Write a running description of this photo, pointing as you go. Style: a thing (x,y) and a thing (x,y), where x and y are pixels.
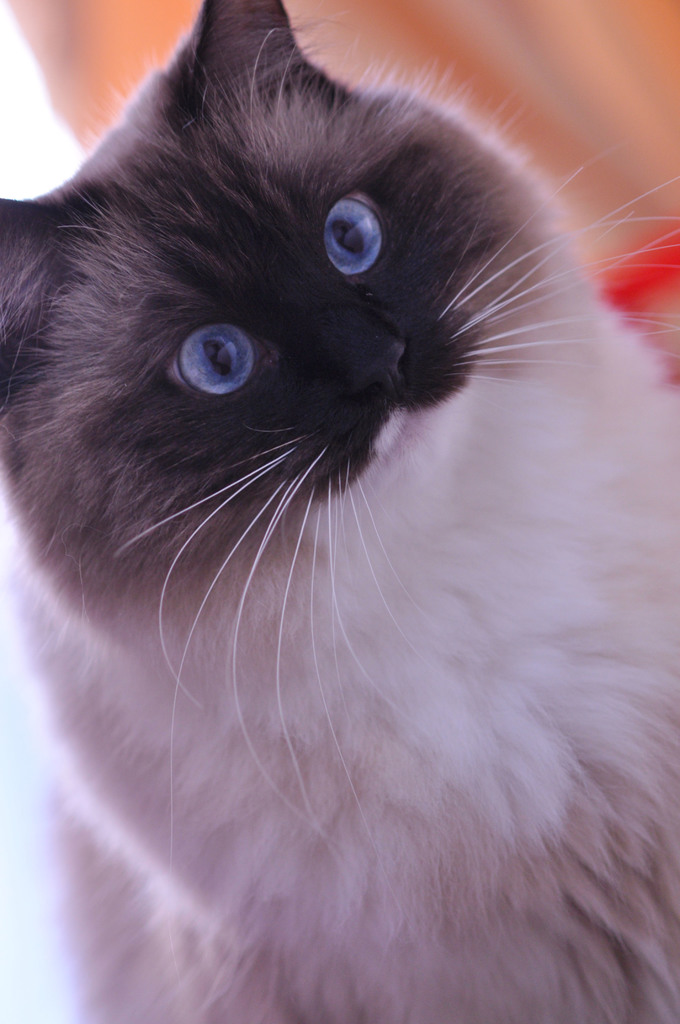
In this picture we can observe a cat (303,428) which is in black and white color. We can observe purple color eyes (240,336). In the background (488,73) it is completely blur.
